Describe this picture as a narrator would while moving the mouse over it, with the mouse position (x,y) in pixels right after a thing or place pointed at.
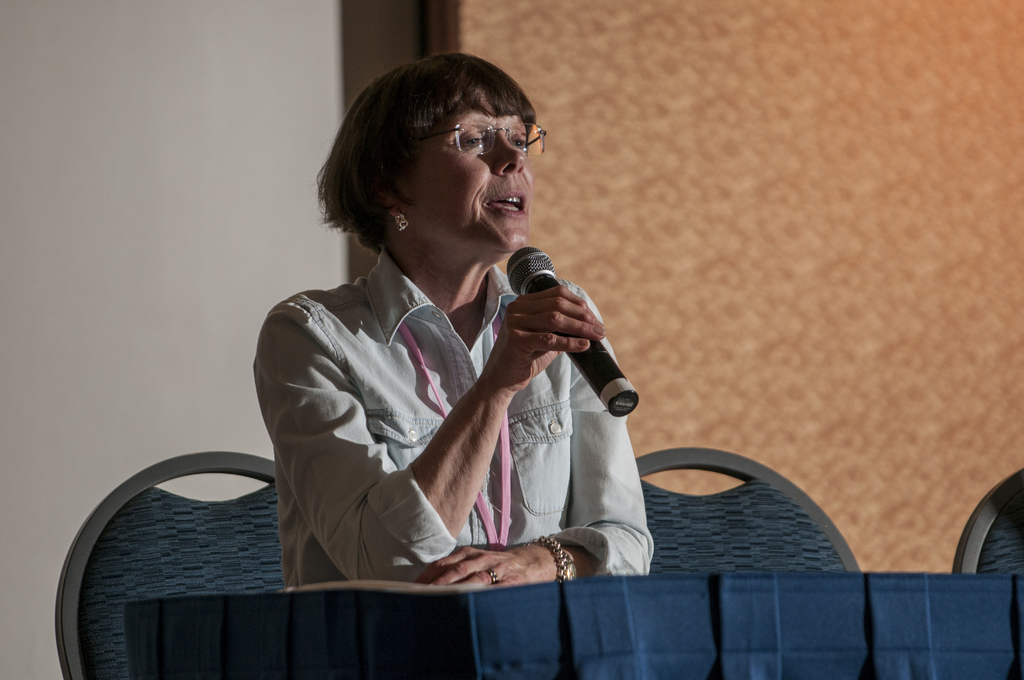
As we can see in the image there is a white color wall (162,272) and a woman (433,311) sitting on chair (240,519) and talking on mic (596,348). In front of her there is a table (580,618).
